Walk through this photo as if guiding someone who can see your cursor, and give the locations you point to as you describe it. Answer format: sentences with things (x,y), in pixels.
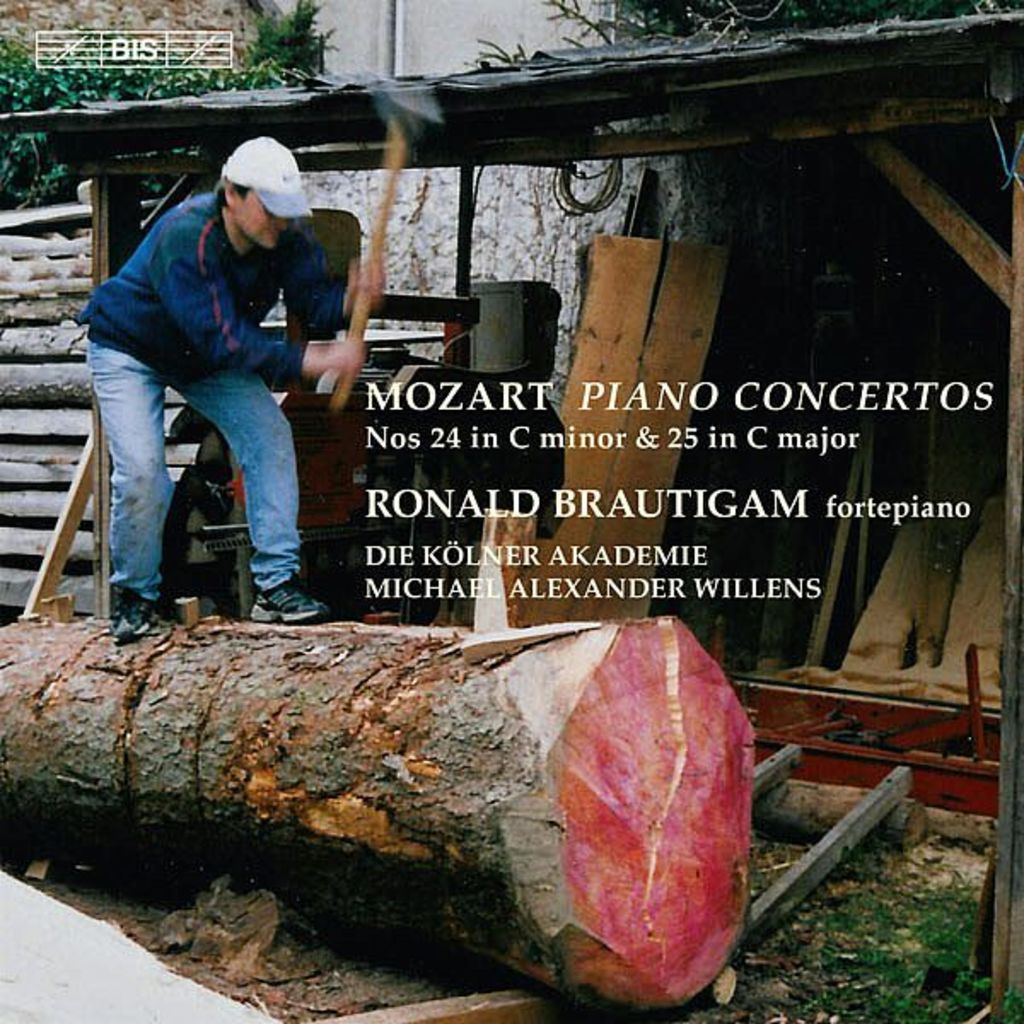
In this image, there is a person (240,317) standing on the wood (215,658) beside the shed (710,122). This person (158,391) is holding an ax (362,317) with his hands (337,369). There is a text (402,414) in the middle of the image (383,598).
